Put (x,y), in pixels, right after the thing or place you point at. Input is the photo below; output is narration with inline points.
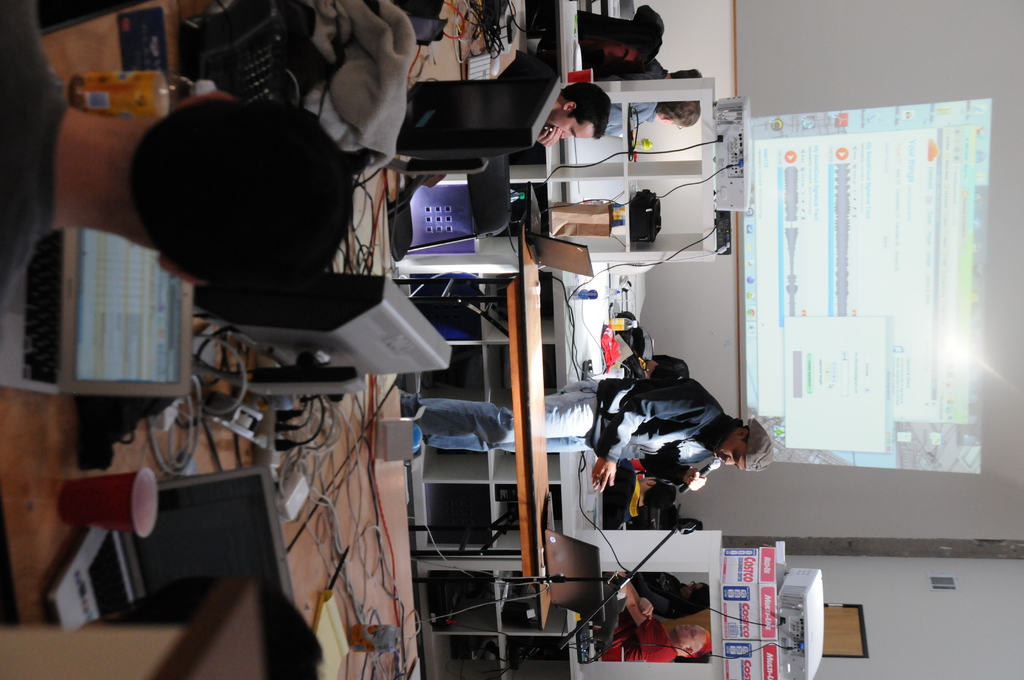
In this image i can see few persons (54,97) sitting on chairs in front of a table (198,391), On the table (195,368) i can see few laptops (150,342), a cup (99,525), few wires (304,402), a monitor (317,334), a telephone (245,83) and few clothes (374,81). In the background (682,442) i can see a board (891,406) and the person (659,407) standing and holding a microphone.
